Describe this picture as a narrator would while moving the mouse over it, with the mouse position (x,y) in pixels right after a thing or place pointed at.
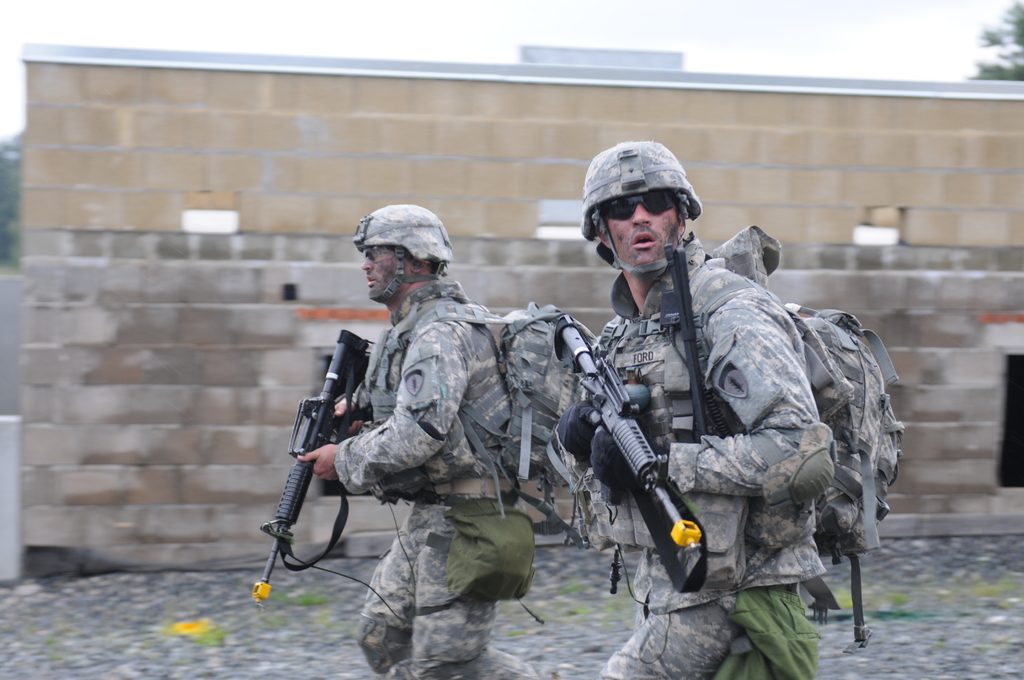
In the center of the image (511,449) there are two men (706,486) moving with gun (327,434) on the road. In the background (121,329) there is a wall (721,150) and sky (718,40).
